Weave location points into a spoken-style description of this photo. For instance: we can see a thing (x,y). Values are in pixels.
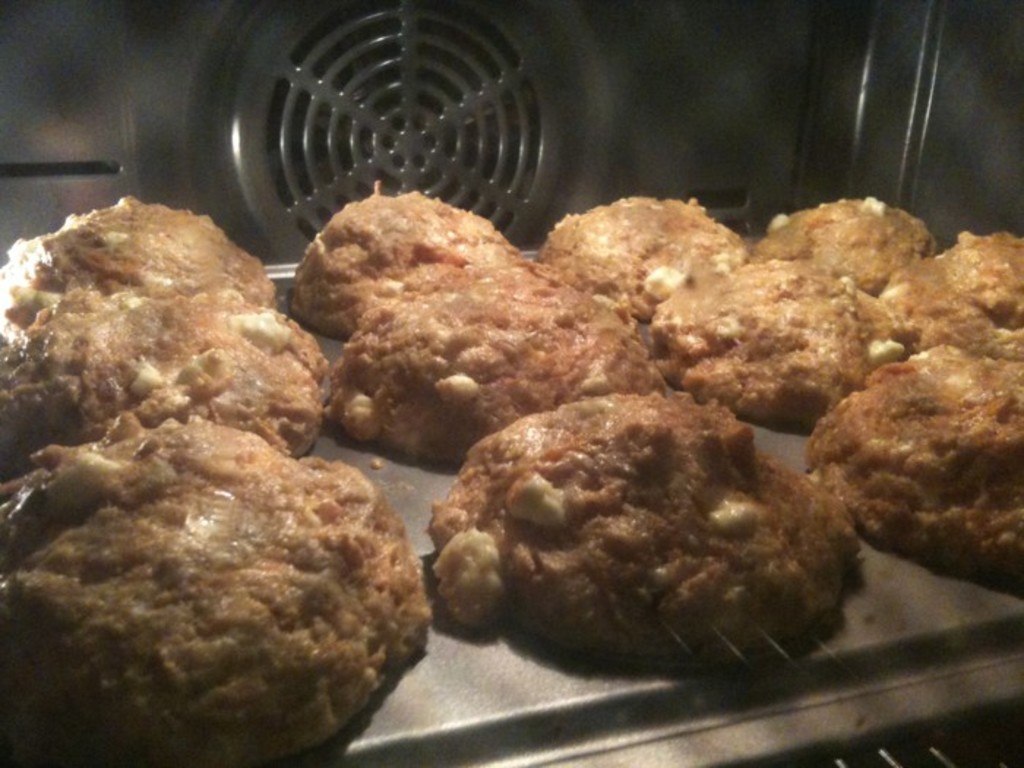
In this image we can see cookies (501,431) placed in the oven (848,587).
